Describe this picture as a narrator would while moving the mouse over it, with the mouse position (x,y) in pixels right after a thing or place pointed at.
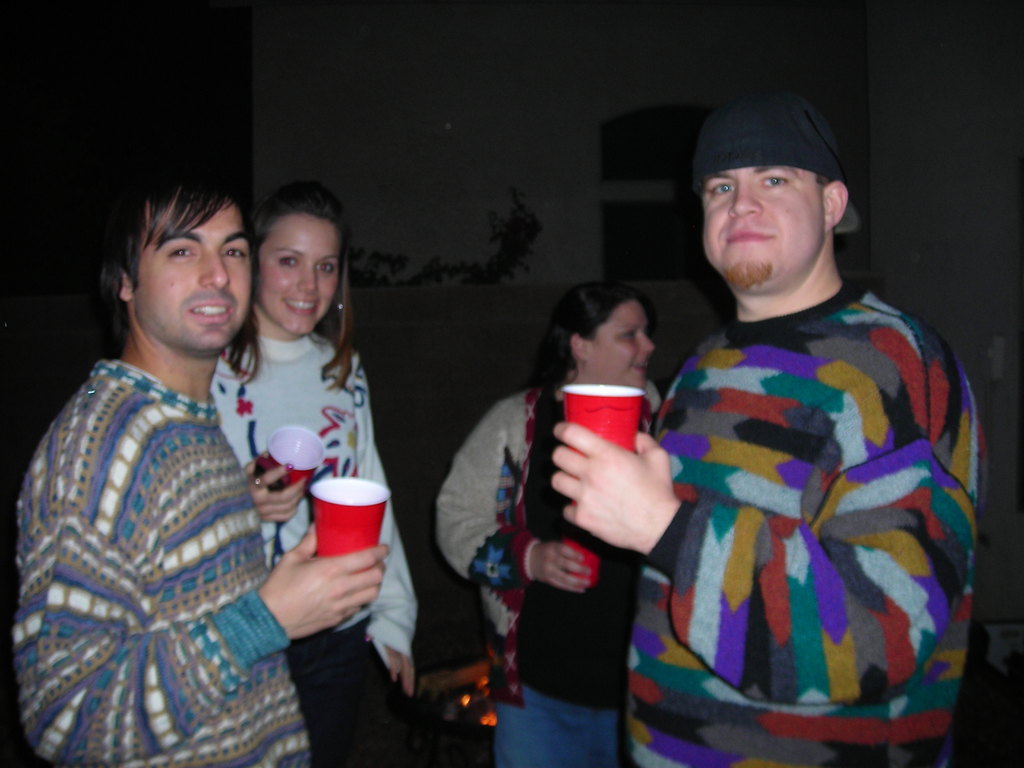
In this image we can see people (761,459) standing on the floor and holding disposable tumblers (585,406) in their hands (662,469).
